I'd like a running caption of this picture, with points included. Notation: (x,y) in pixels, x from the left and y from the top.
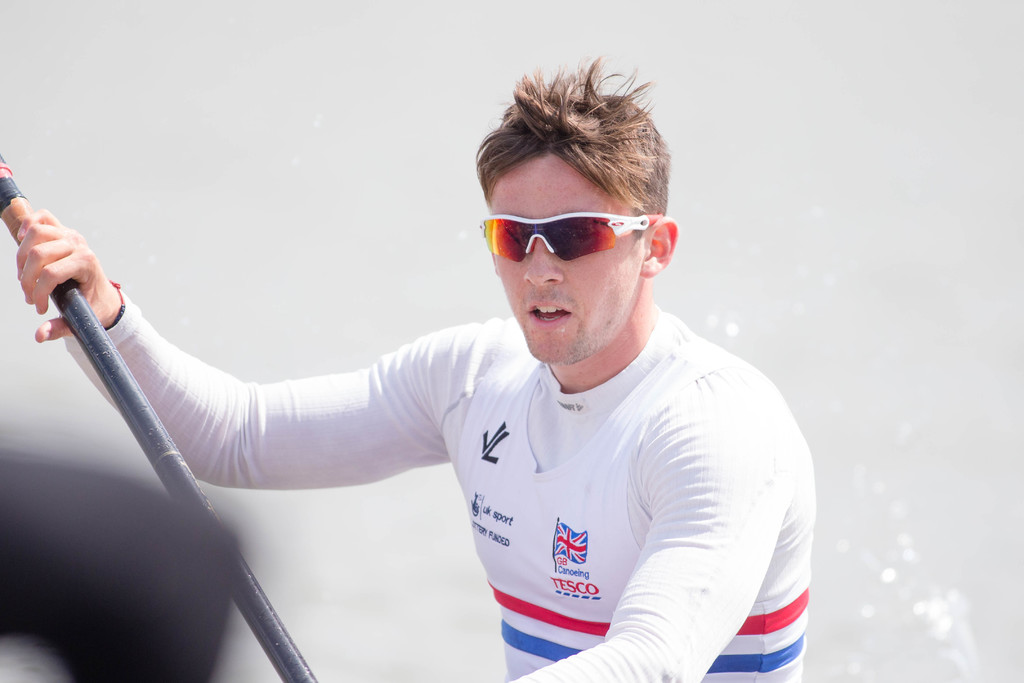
In this image there is a person (621,459). He is wearing goggles (509,254). He is holding a stick (143,399) in his hand (101,284). Background (335,608) is in white color.
